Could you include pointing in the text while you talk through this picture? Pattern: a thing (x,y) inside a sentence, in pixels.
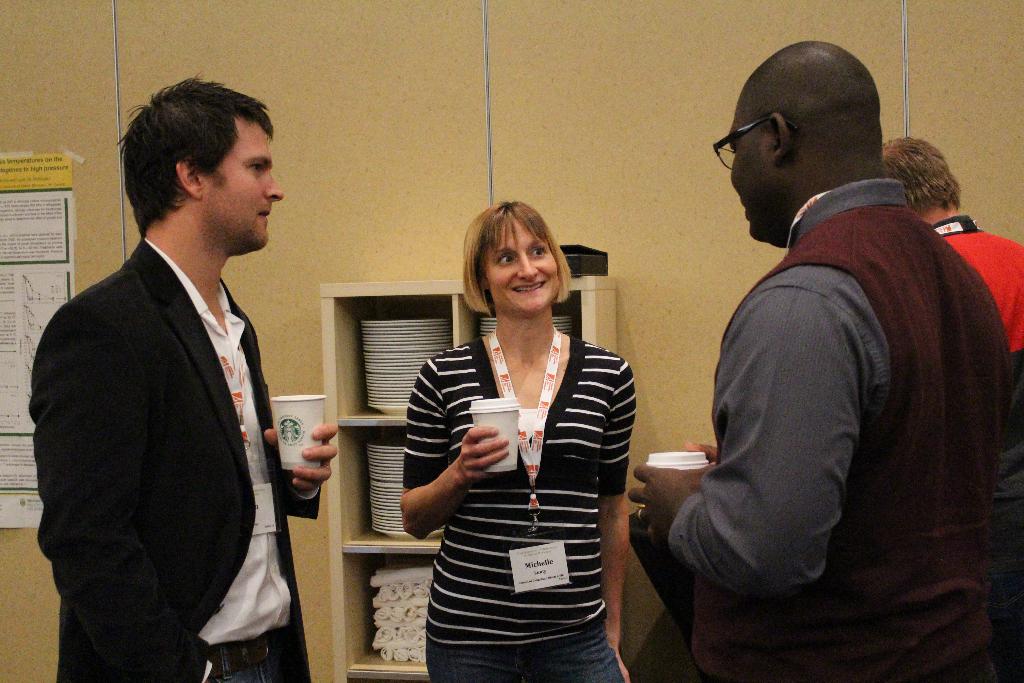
In this image I can see few persons (463,462) are standing and holding cups (509,463) in their hands (677,506). In the background (995,256) I can see a person (983,236) standing, the cream colored wall (616,90), a poster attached to the wall (58,92) and few objects (385,338) in the rack (345,339).
